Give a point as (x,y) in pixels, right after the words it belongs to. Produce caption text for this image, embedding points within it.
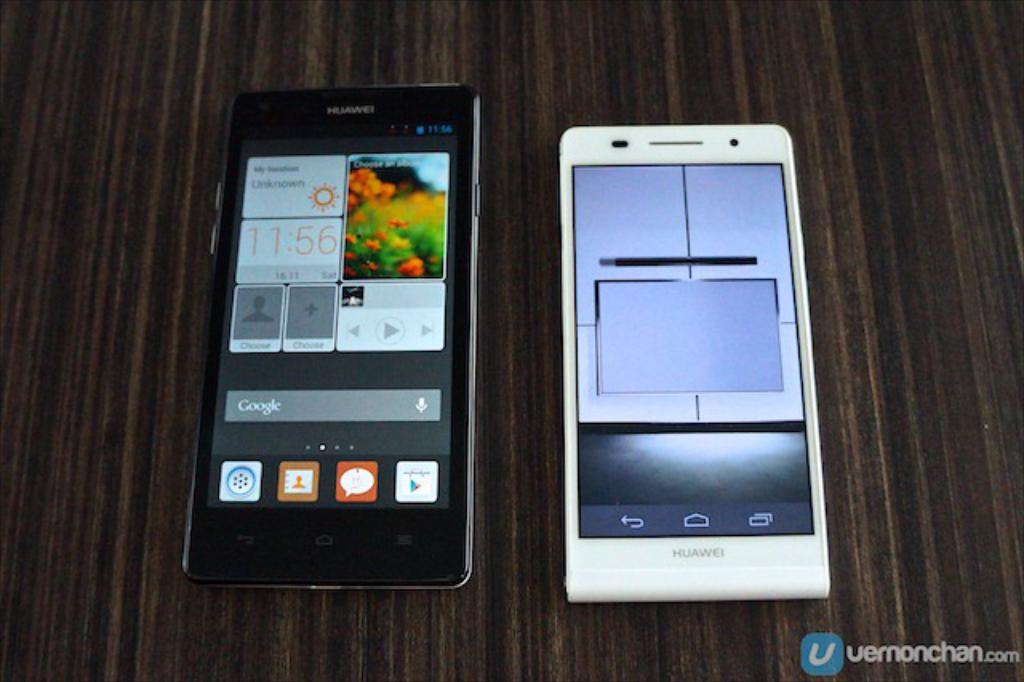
On the left side (328,577) there is a mobile phone (363,394) in black color, on the right side (782,263) there is another mobile phone (705,511) in white color.
